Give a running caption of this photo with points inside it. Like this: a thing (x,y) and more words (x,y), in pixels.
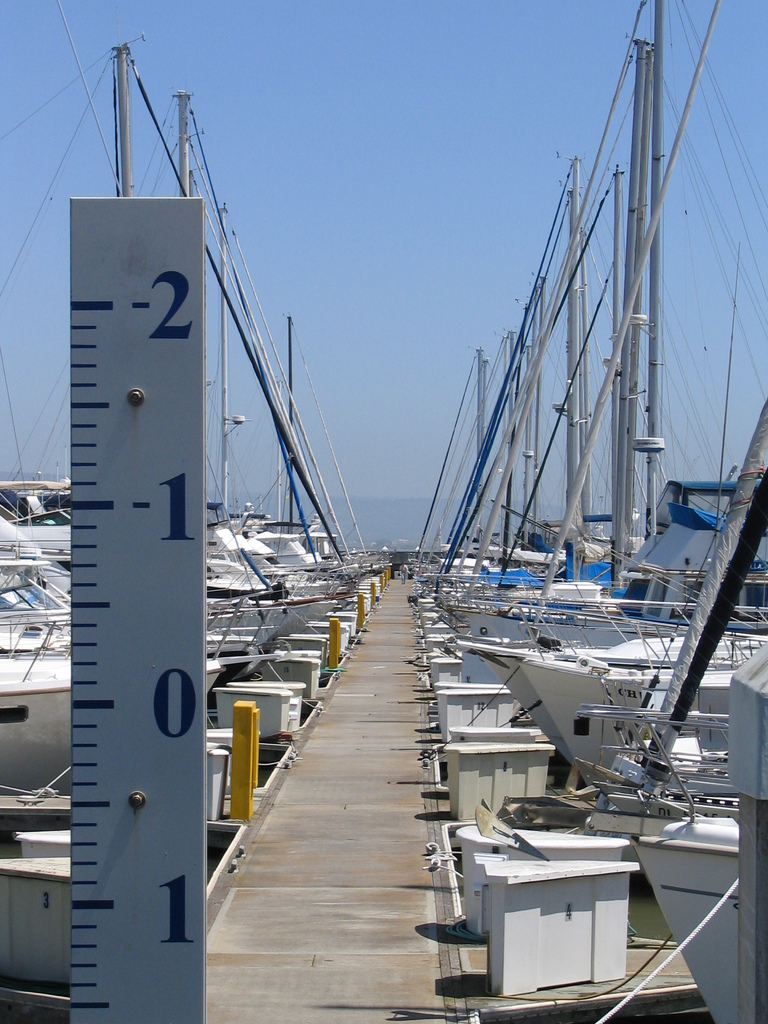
In the center of the image (380,677) we can see a walk way (380,719). On the right (569,664) and left side of the image (44,648) there are boats (690,715). In the background (17,237) there is a sea (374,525) and sky (383,265). On the left side (163,209) there is a scale (86,732).
